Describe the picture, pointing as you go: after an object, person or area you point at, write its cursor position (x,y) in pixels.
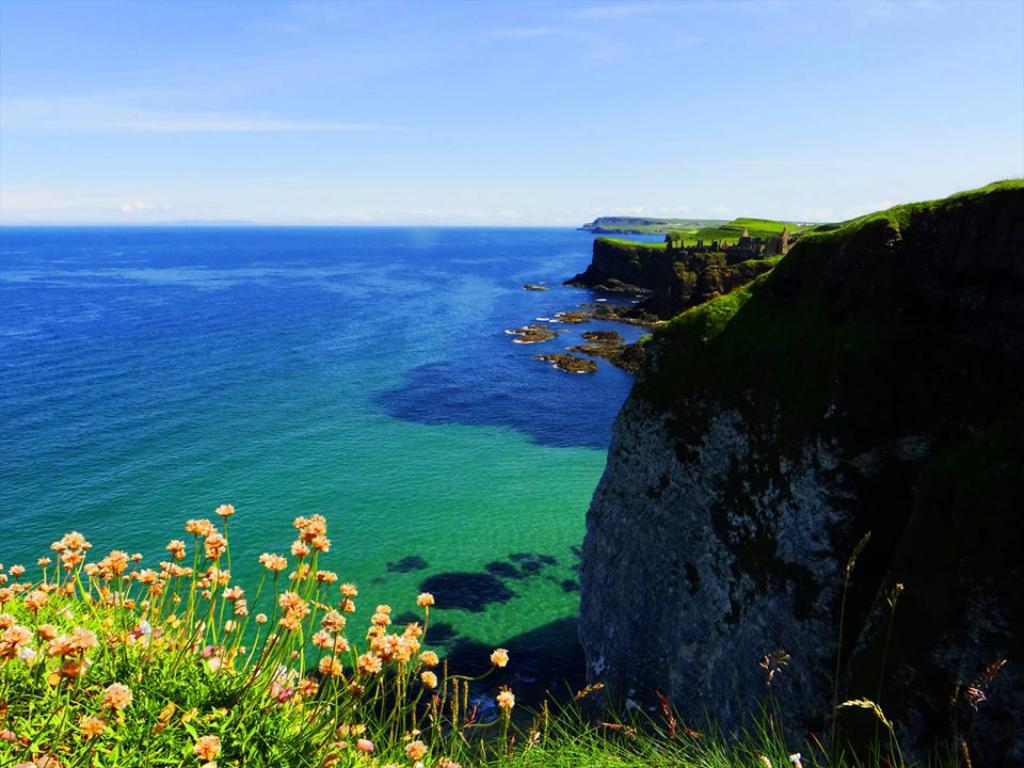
Here we can see plants (228,626) with flowers (407,655) and this is water (396,478). In the background (427,149) there is sky (816,65).
